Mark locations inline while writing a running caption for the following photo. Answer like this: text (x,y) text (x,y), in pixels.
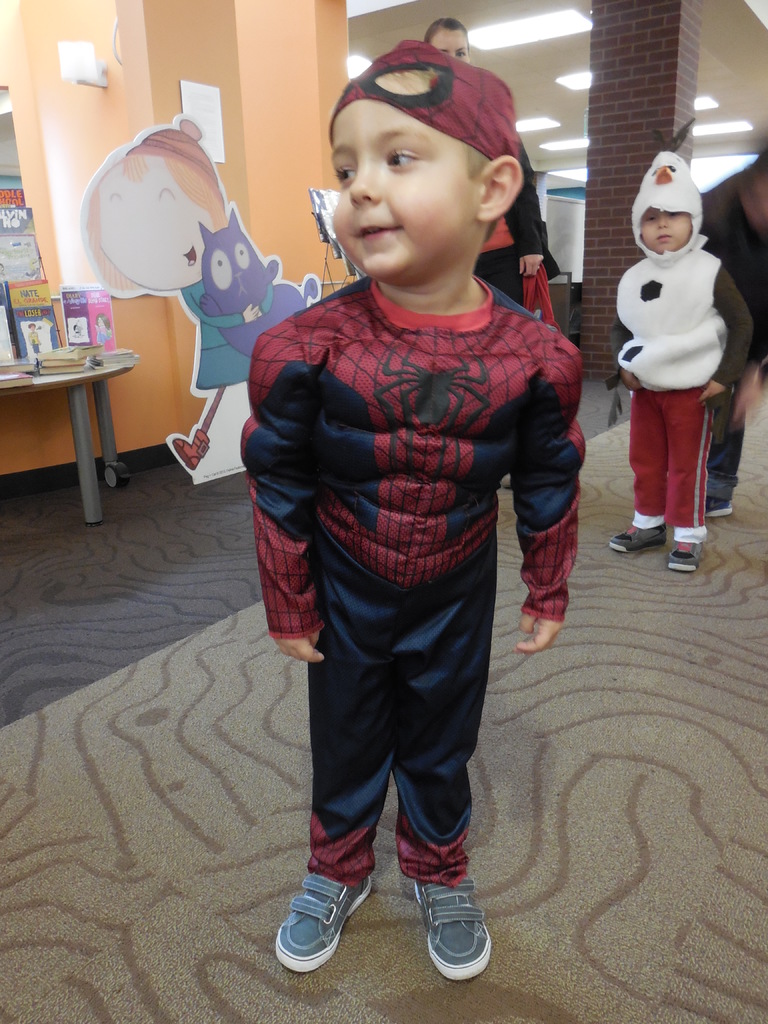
On the background (222,83) we can see a wall (244,98) and a pillar (640,104) with bricks (675,88). This is a ceiling (578,62) and these are lights (532,27). This is a floor (145,565) and carpet (409,909). Here we can see a cartoon doll (135,143). Here on the table (103,381) we can see books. We can see two boys (494,486) wearing fancy dresses (664,355) and standing on the floor (614,494). Here we can see one person (456,21) standing. Here we can see one man (741,400) bending behind to this boy (680,398).
